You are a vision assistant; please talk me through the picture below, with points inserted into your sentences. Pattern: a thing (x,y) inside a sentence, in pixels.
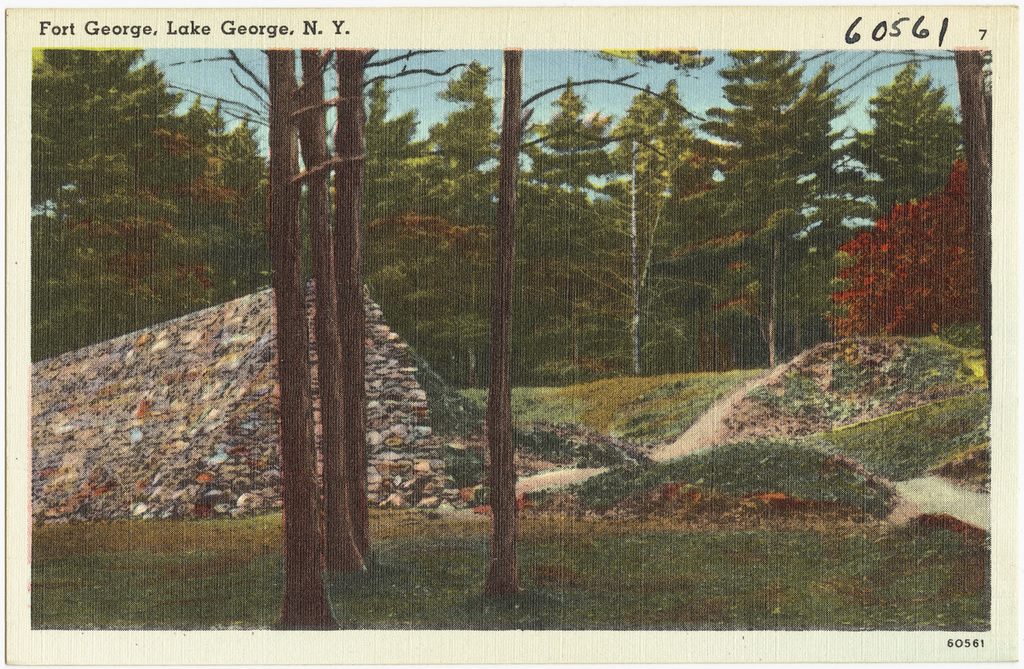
In this picture there are four tree trunks (337,448) and there are trees (476,228) in the background (570,200) and there is something written above it.
